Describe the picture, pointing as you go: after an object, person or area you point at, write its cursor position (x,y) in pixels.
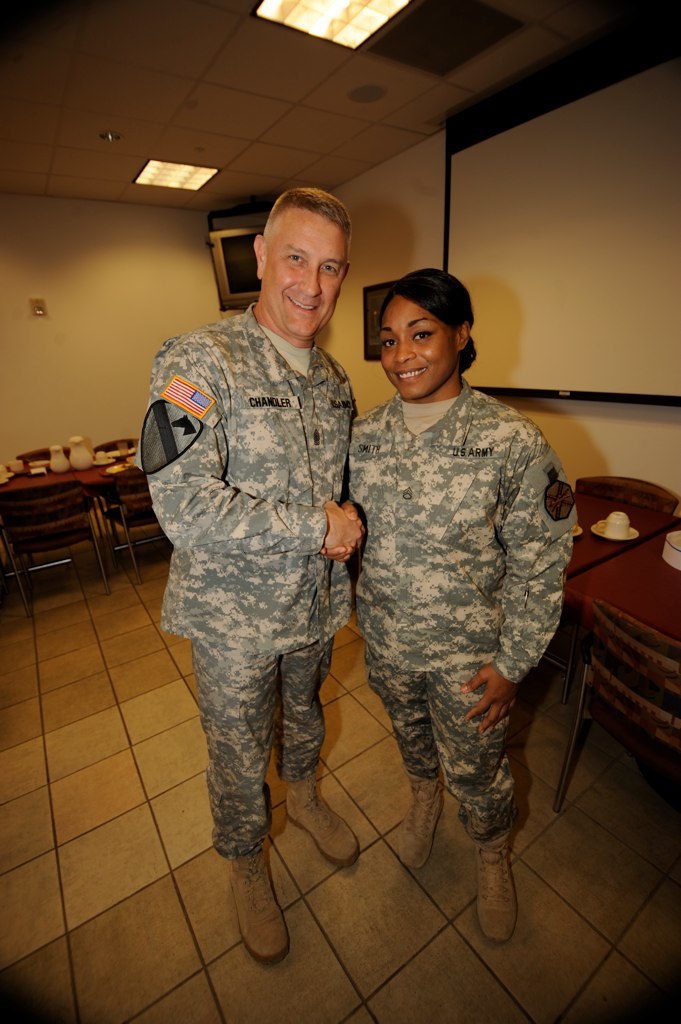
In this image, there are two persons (274,323) standing and wearing clothes (433,411). There are some tables (664,548) and chairs (648,651) behind these persons (463,654). There is a screen (595,197) behind this person (470,389). There is a TV (232,254) behind this person (263,303). This table (26,475) contains cups (626,527) and saucers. There are two lights (316,21) at the top (351,25). There is a wall (145,270) behind these persons (279,317).
